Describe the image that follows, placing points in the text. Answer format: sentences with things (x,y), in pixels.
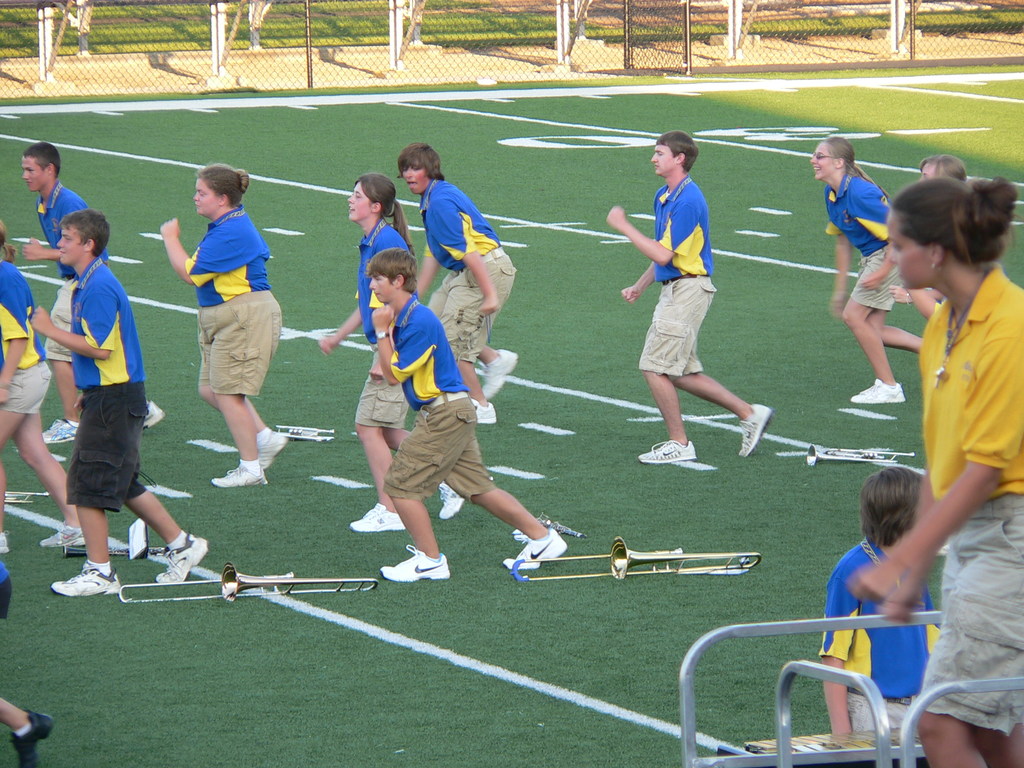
In this image I can see a group of people (436,292) are performing a dance on the ground (597,473), musical instruments (542,577), metal rods (915,703) and two persons (862,632) are standing. In the background (230,49) I can see a fence (862,51), and grass (157,133). This image is taken may be during a sunny day.
